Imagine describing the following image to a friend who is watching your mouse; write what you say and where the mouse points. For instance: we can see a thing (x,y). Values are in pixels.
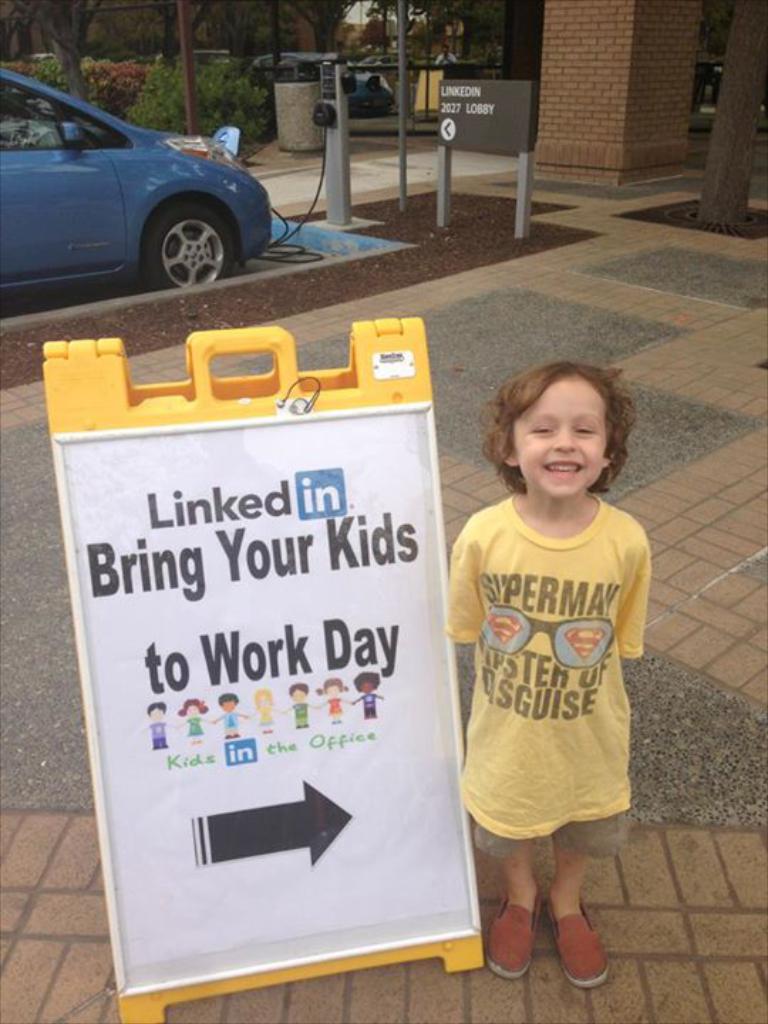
In this image there is a kid (490,641) standing beside a board (125,445), on that board (239,627) there is some text (211,758), in the background (222,216) there is a car (222,216), trees (723,110), pillar (644,65).
